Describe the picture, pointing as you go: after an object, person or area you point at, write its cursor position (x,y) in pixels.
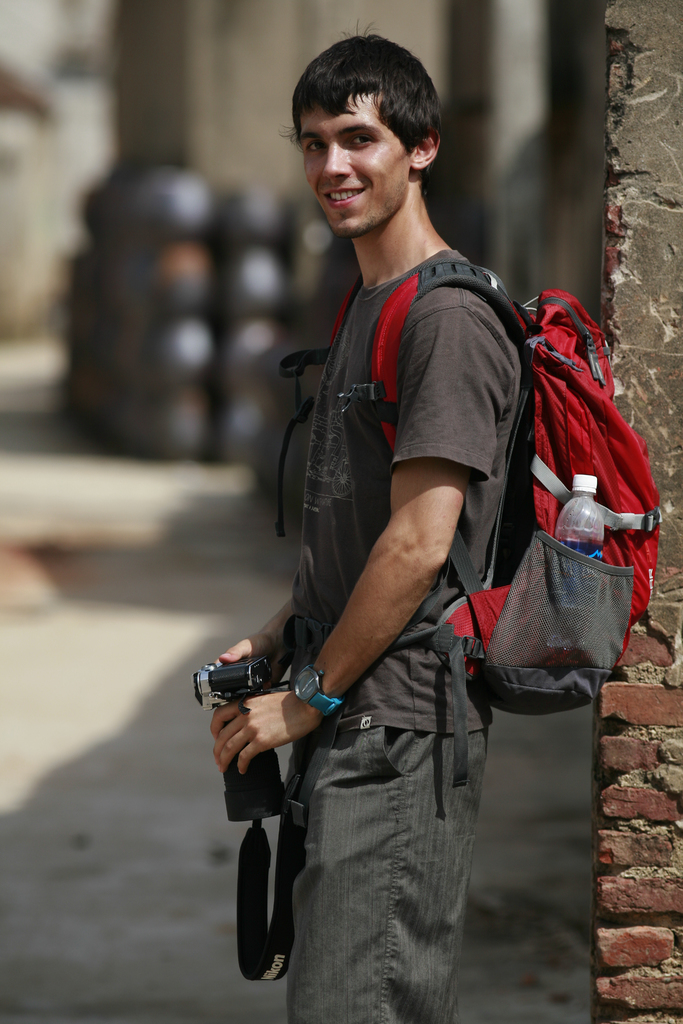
In this image there is one person (339,502) who is standing and smiling, and he is wearing a bag (533,454) and he is holding a camera (228,683).
